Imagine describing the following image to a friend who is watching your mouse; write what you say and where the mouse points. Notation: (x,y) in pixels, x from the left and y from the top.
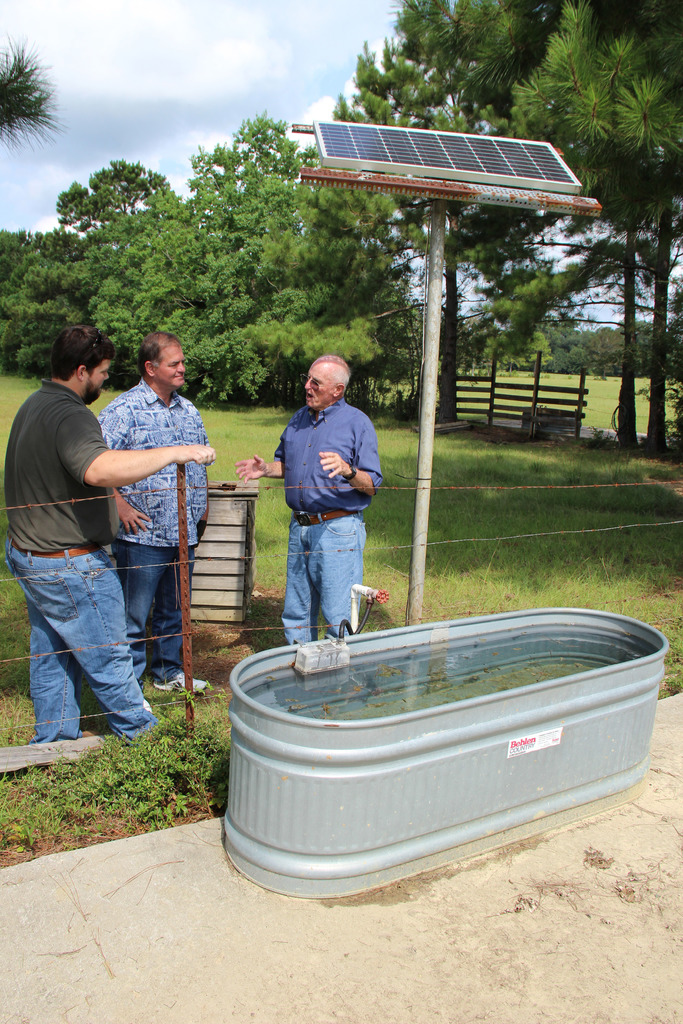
In the picture I can see three men (367,502) standing on the green grass (4,634) and the man (325,447) on the right side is speaking. It is looking like a tub (398,850) on the floor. I can see the metal fence (399,489) and the solar panel board pole (434,289). In the background (367,317), I can see the trees (403,317) and wooden fence (582,397).
